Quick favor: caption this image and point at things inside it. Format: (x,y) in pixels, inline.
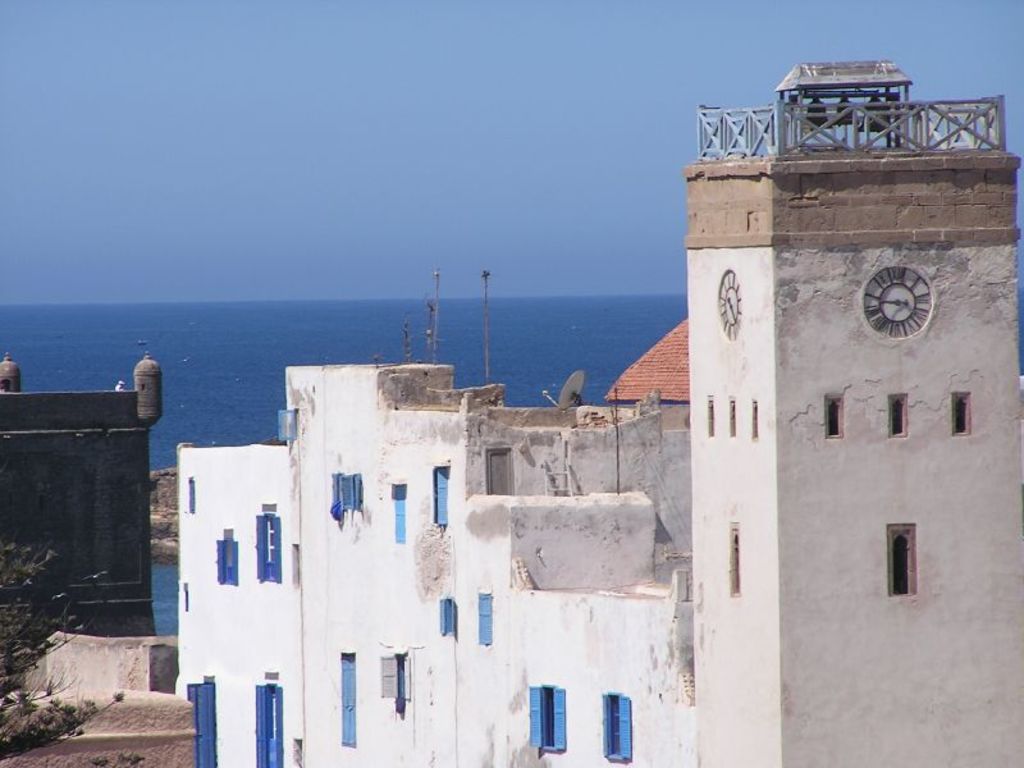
In this image there are group of buildings (463,591) behind them there is a sea (604,354).
